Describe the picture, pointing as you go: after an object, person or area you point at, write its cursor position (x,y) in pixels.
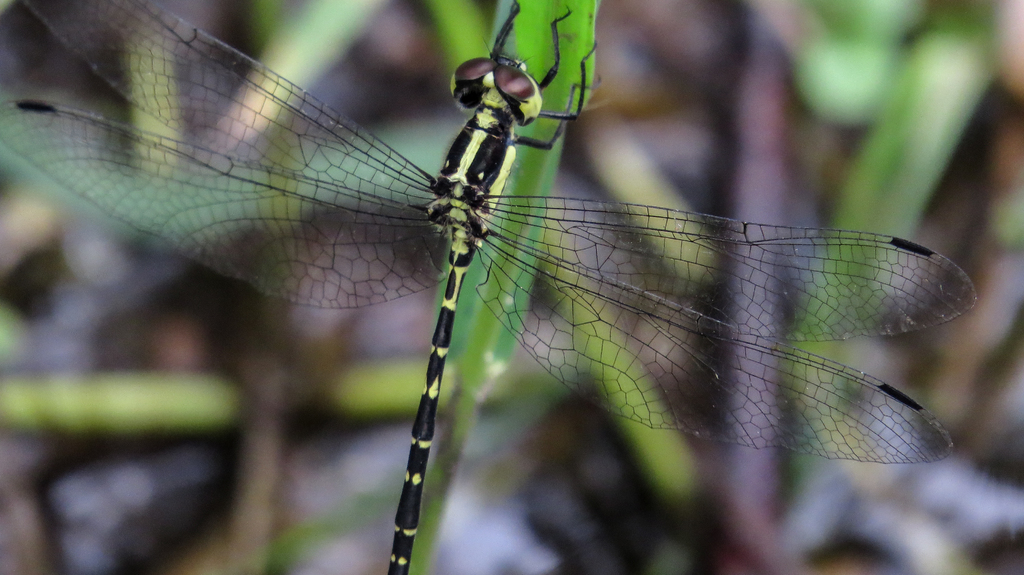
In this image, we can see a dragonfly (542,273) on blur background (294,317).
